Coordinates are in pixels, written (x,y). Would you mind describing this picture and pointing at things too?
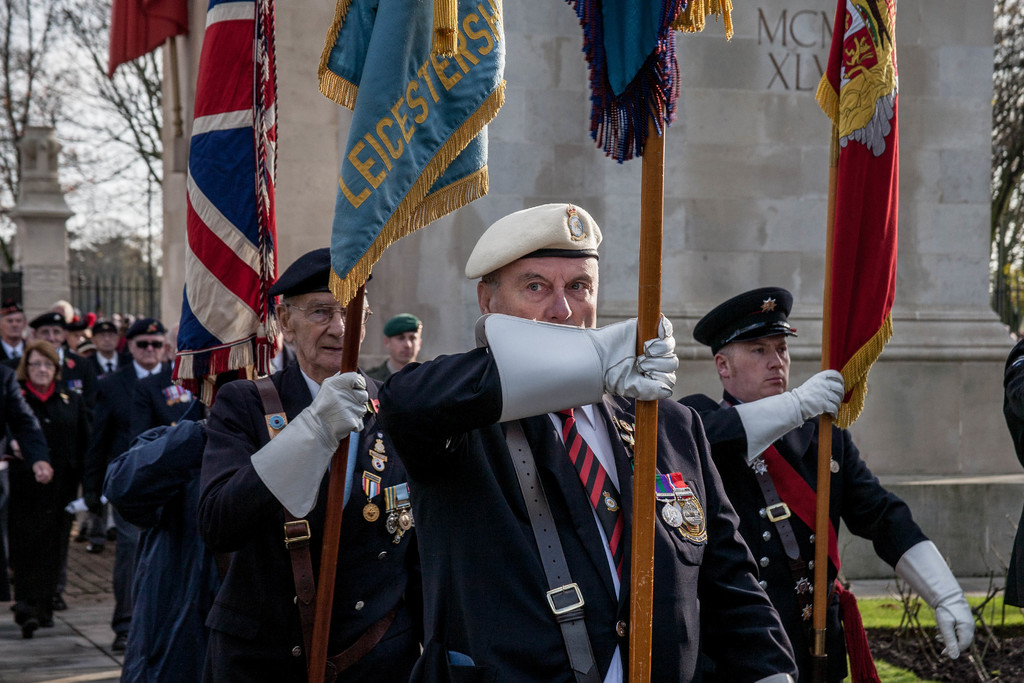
There is group of persons (462,362) in black color suits (721,567) holding flags (885,141) which are in different colors and walking on the road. In the background (194,625), there are other persons (166,345) in different color dresses (128,620) walking on the road (83,651), there is a building (323,212), there is grass (896,682) on the ground (1001,612), there are trees (1013,170), there is a pillar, there is fencing (151,288) and there is sky (117,190).
